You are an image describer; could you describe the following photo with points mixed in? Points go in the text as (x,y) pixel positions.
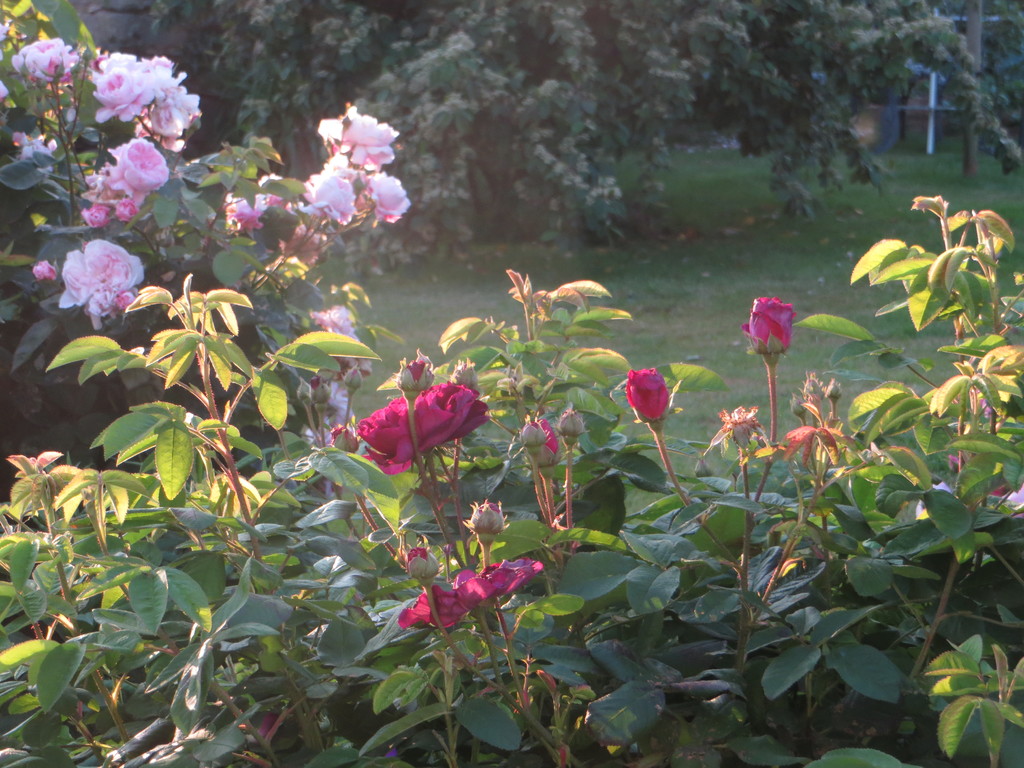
In the image in the center (450,358) we can see trees (999,38), plants (584,319), grass (713,352) and flowers (341,194) in different colors.
